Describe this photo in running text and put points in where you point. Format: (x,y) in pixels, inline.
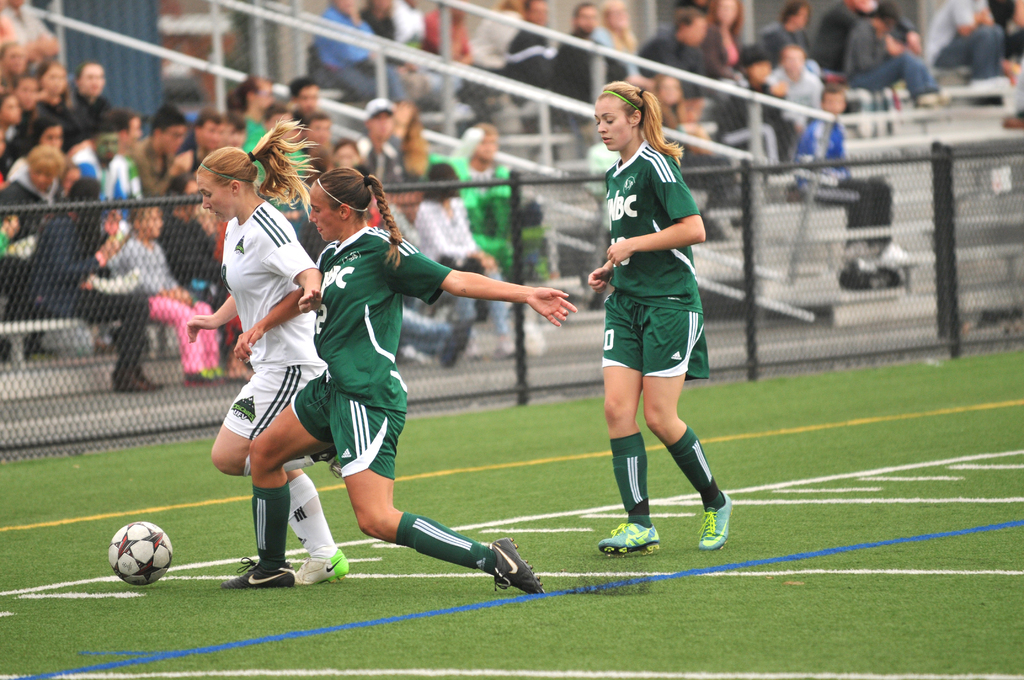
In this image we can see a few people (443,235), among them some are sitting and some are playing in the ground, we can see the fence (586,272) and poles (749,258).
